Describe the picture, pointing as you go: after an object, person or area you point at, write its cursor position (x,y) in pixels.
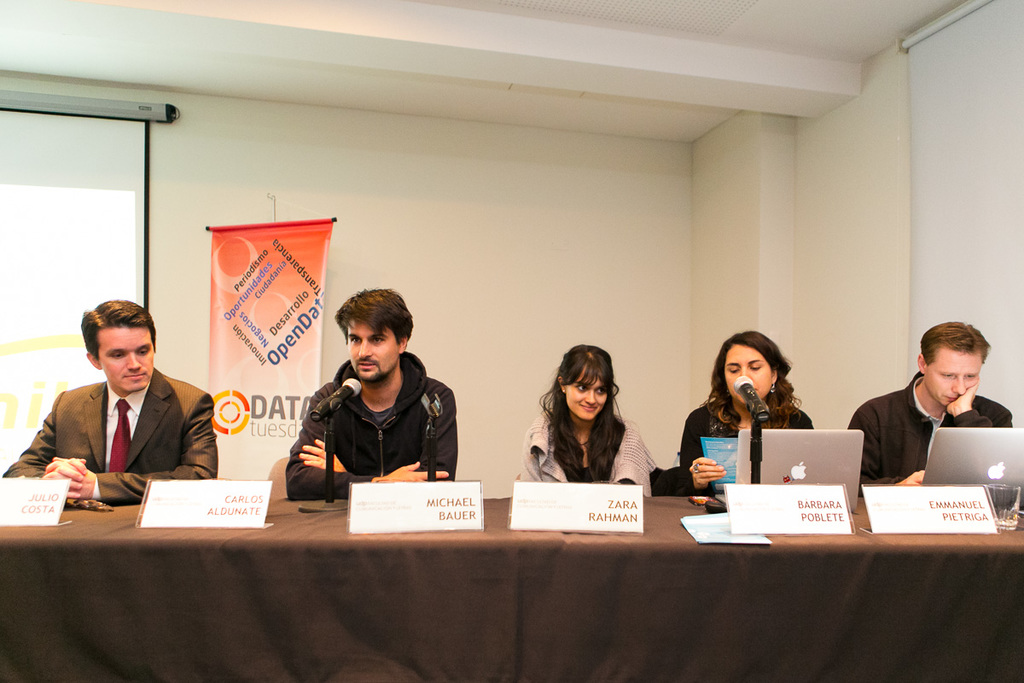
In this picture I can see few people (557,480) are sitting in front of the table (293,546) on which we can see some boards (876,523), laptops (853,480), mics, behind we can see a poster (270,332) in front of the wall (462,168), screen (48,258) on the board (25,322).
